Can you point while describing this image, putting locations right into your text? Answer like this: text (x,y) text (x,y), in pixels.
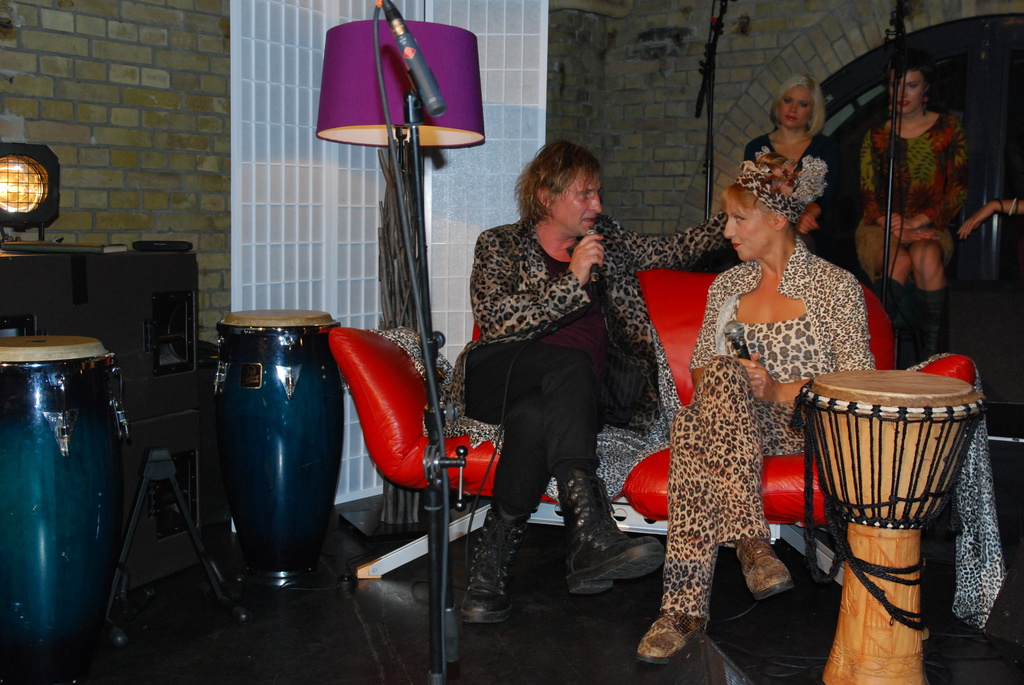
In this image, there are a few people (566,373). We can see the sofa (820,565). We can see some musical instruments (808,551). We can see some microphones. We can see a table (13,261) with some objects (44,248). We can also see a light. We can see the wall (86,151) and a white colored object (250,13). We can see some stands (212,580).
